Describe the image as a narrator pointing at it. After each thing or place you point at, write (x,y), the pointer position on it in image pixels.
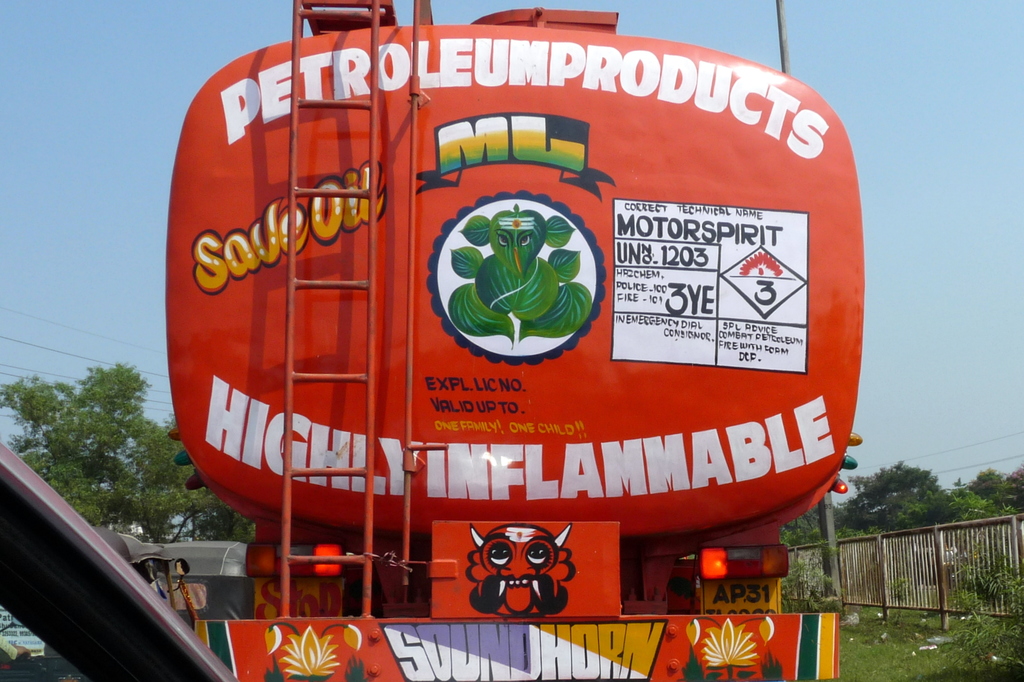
In this picture we can see vehicles (829,645), grass (882,640), fence (880,577) and plants (963,571). In the background of the image (115,466) we can see trees (909,501), wires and sky (127,101).
